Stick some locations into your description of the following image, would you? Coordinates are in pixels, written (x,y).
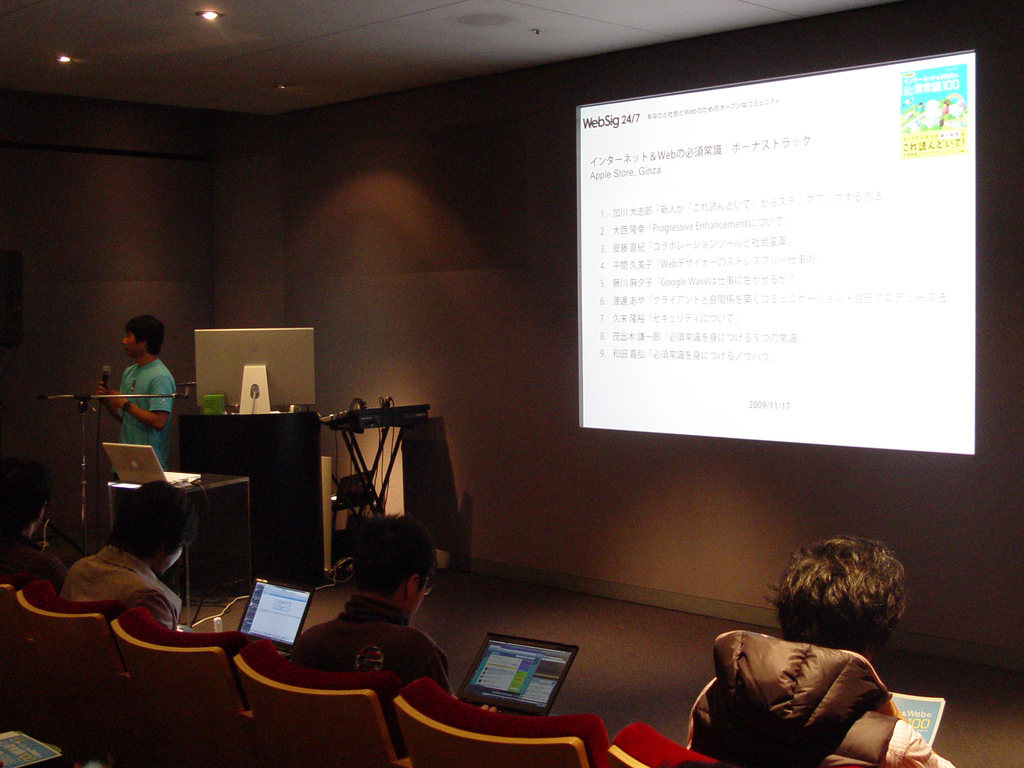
At the bottom of the image (276,654) there are few people (304,635) sitting on the chairs (233,640). And there are two persons (398,668) holding laptops (505,669). And there is a person (876,699) on the right bottom (928,713) is holding a book (915,719) in the hand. In the left corner of the image (157,440) there is a man (166,410) standing and holding a mic (108,380) in the hand (113,393). Beside him there is a box (212,520) with a laptop (154,458) on it. Behind him there is a podium (265,420) with monitor (226,382) on it. And also there is a musical instrument (357,427) with wires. And in the background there is a screen (686,183) with some text (750,213) on it. At the top of the image (155,48) there is ceiling (225,44) with lights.
